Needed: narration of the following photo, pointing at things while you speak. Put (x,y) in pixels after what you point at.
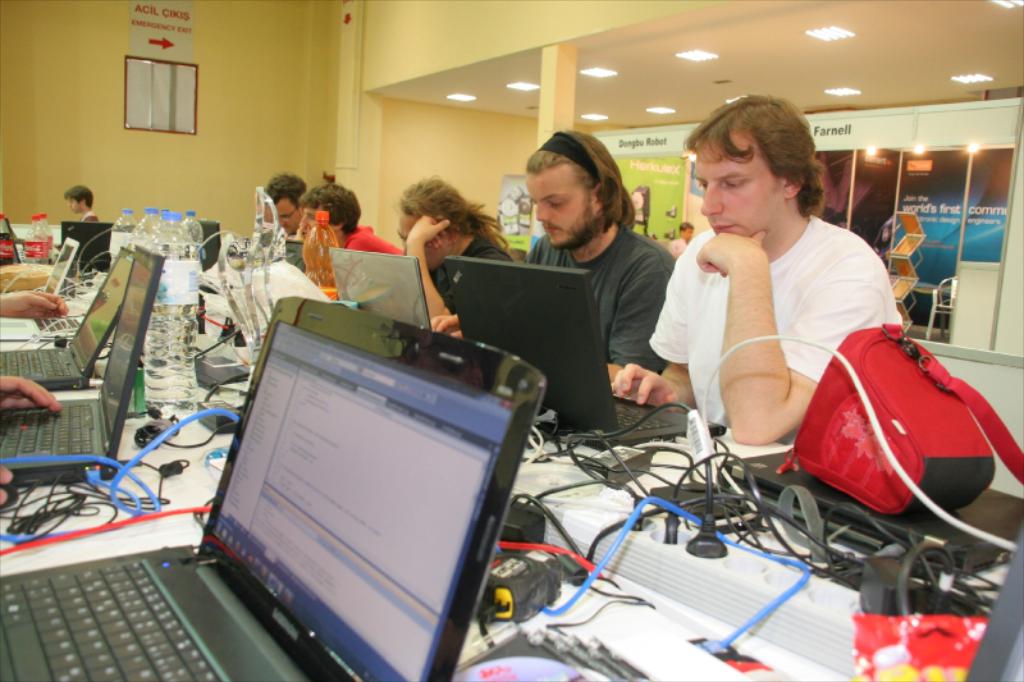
In this image I see few people (866,270) who are sitting in front of a table (787,593) and there are laptops (112,674), bottles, bags (967,655) and few equipment (258,250) on it. In the background (4,123) I see the wall (440,171), lights (452,99) on the ceiling (424,96) and boards (172,56) over here.
